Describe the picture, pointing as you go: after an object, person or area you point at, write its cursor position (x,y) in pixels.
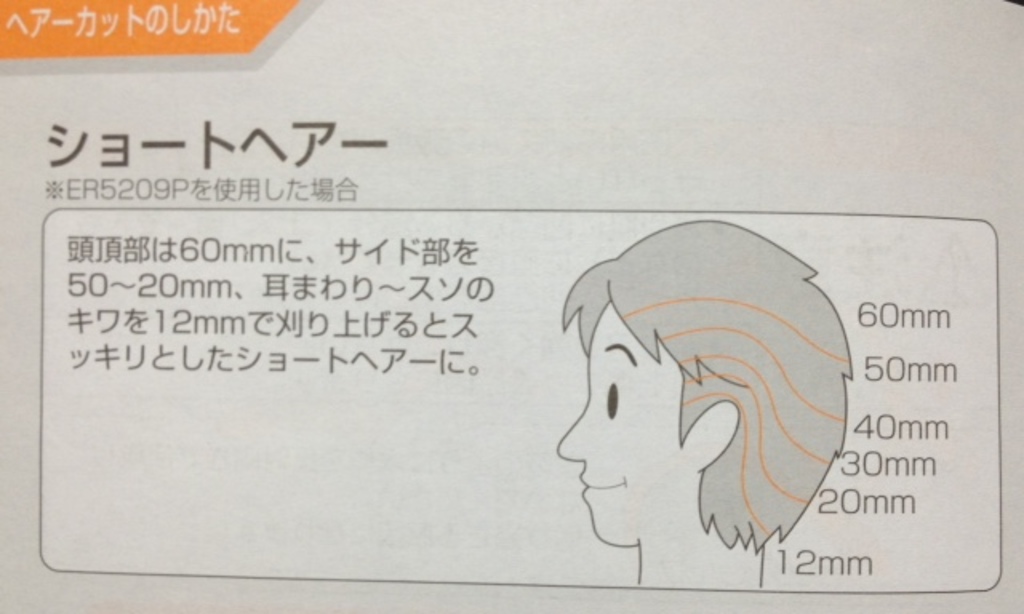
In this picture we can see a paper (724,187), we can see some text (425,244) and a person's picture (617,463) here.
